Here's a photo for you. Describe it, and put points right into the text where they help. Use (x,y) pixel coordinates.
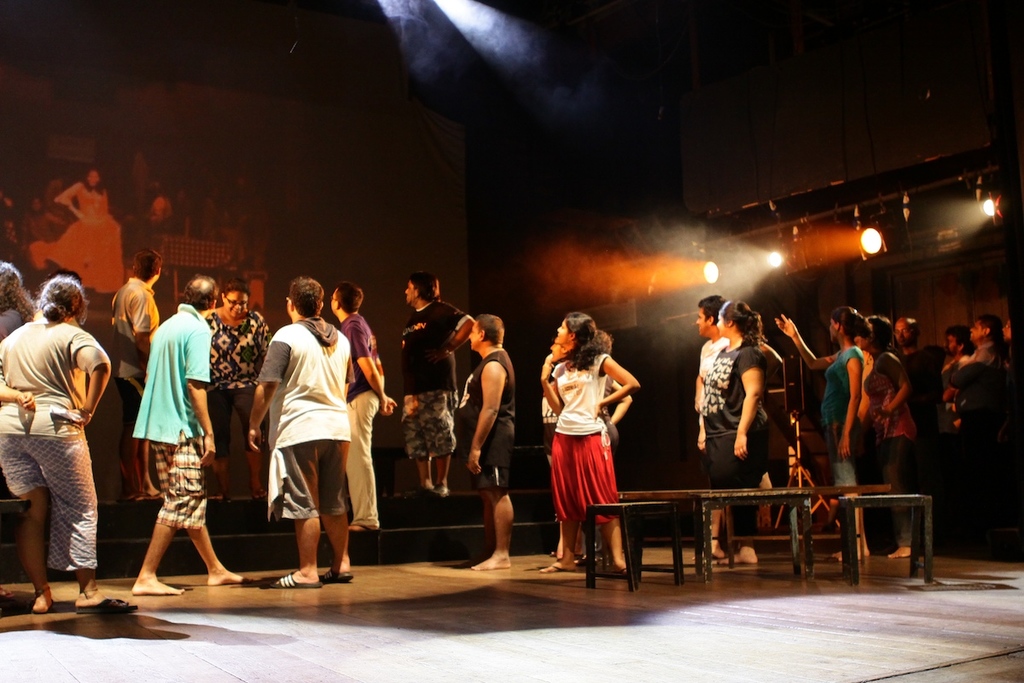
In this picture I can see there are a group of people (433,413) standing here and there is a screen (394,360) in the backdrop (400,364). There are lights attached here on the wall (786,213) and the backdrop (802,161) is dark.
